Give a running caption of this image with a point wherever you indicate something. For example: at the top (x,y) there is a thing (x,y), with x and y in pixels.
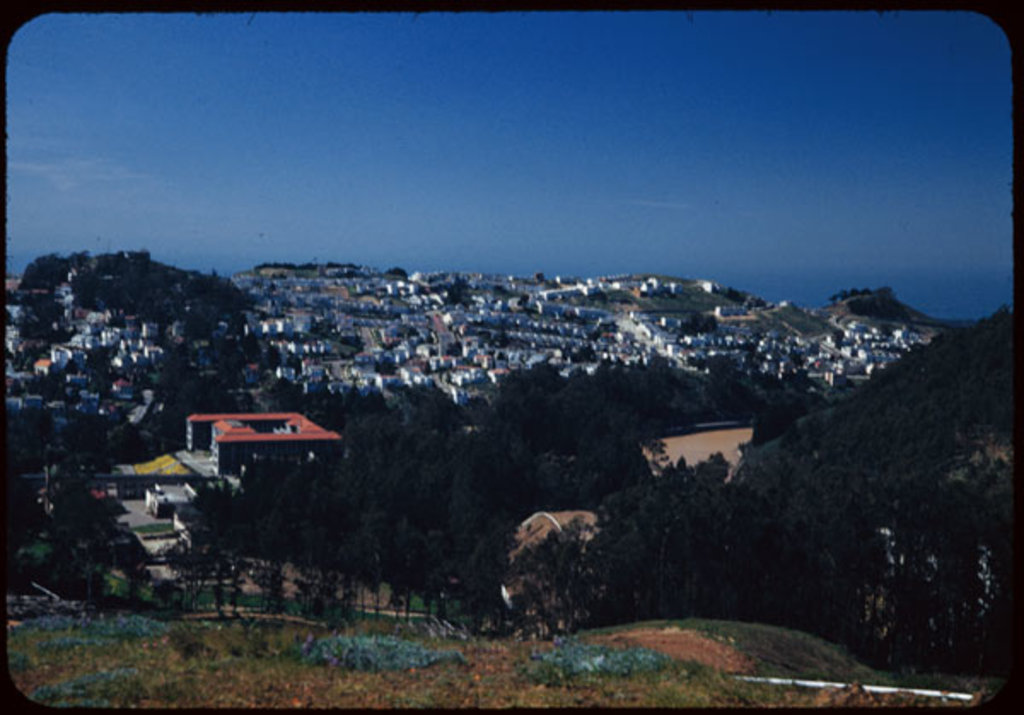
In this image I can see the grass (383,672). In the background (430,490), I can see the trees (406,449), buildings (398,310) and the sky (441,139).
